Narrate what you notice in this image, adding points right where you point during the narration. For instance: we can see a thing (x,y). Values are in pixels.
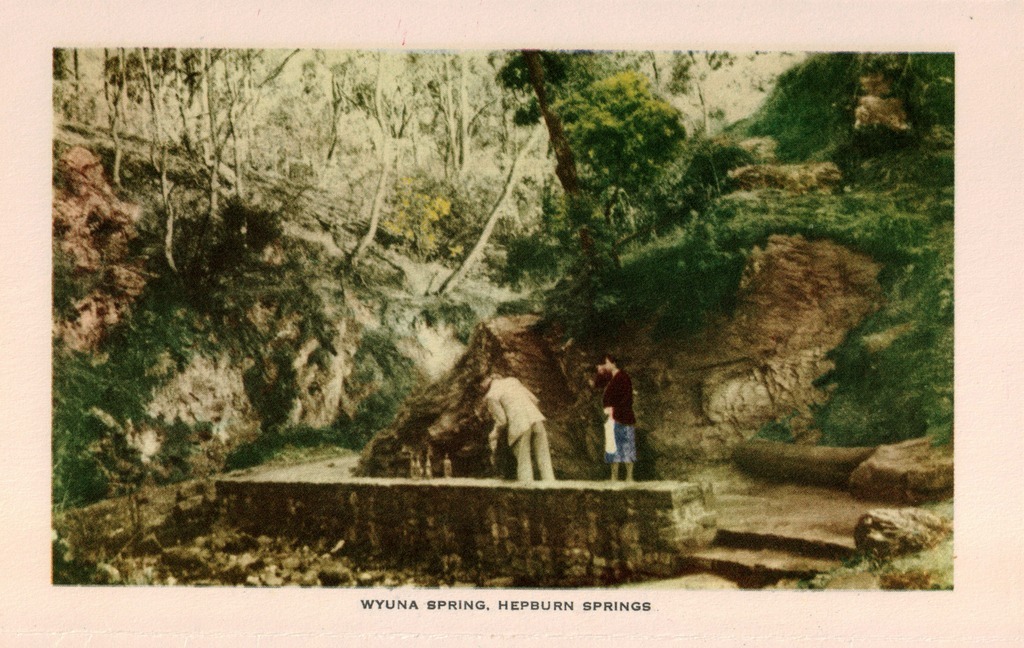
This is an edited image. In the middle of the image (519,404) there are two persons (527,452) standing on a wall (511,530). In the background (467,290) there are hills (380,246) and many trees (374,153). At the bottom of this image (446,605) there is some text (449,610).
